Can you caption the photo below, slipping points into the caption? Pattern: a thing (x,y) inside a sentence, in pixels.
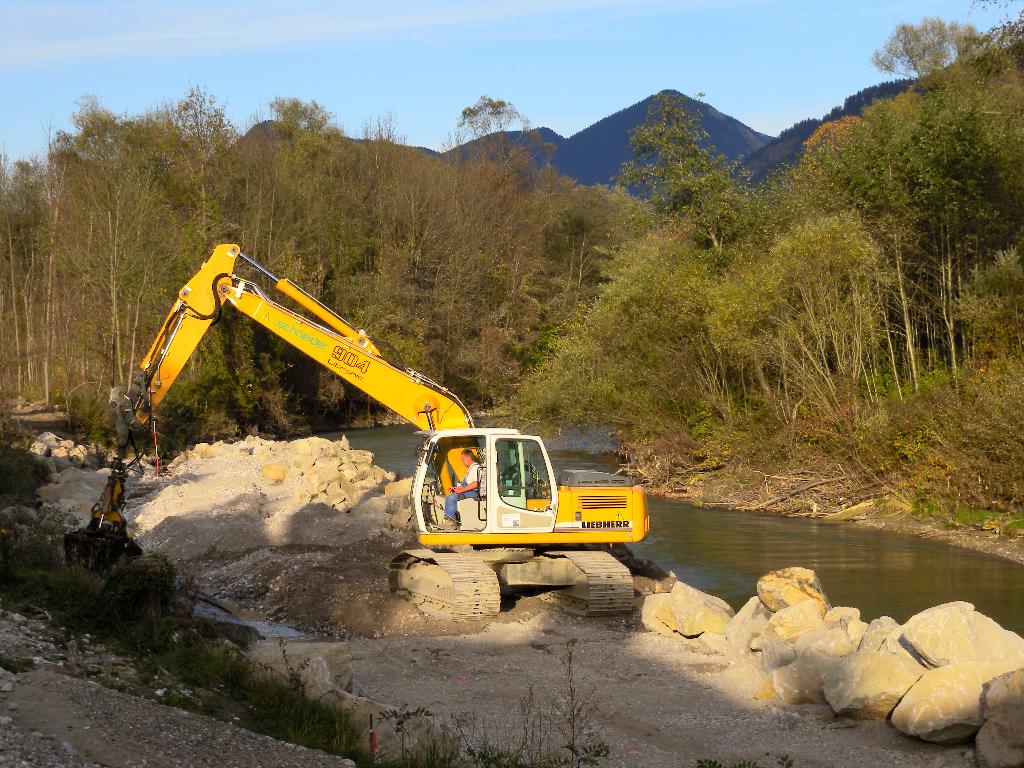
There is a person (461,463) inside an excavator (591,483). This is water (732,542) and there are stones (958,666). This is grass (215,656). In the background (281,372) we can see trees (865,293), mountain (765,167), and sky (449,75).
